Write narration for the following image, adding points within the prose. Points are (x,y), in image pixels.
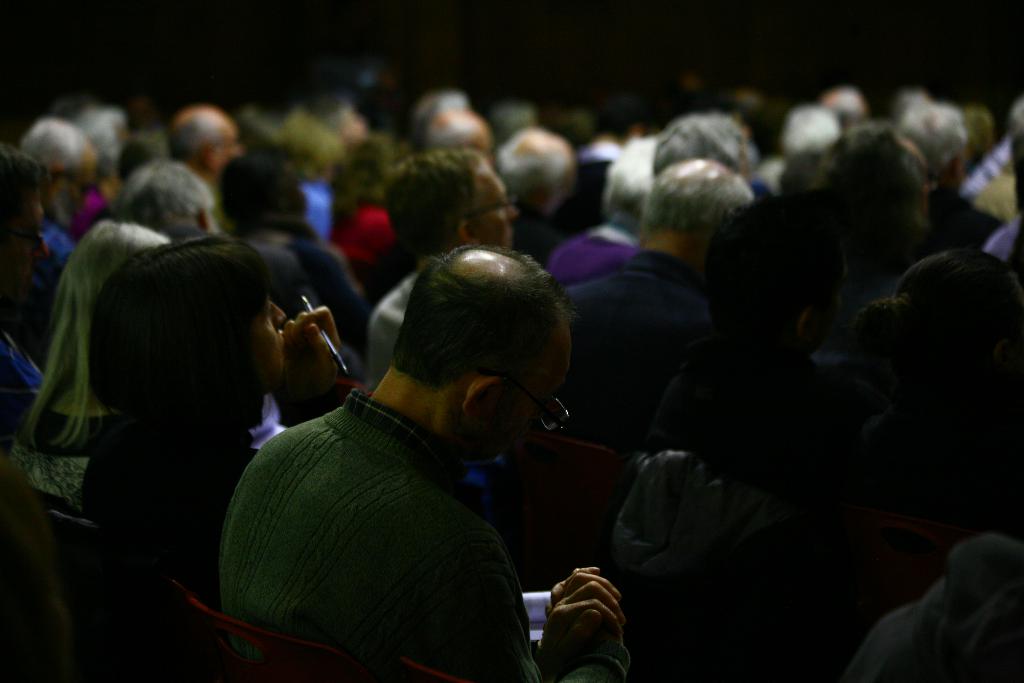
In this image there are many persons (375,439) sitting on the chair (618,525). Left side (308,354) there is a person (306,395) holding a pen (306,305) in his hand (321,352). Beside him there is a person (401,577) wearing spectacles (535,398). Before him there is a person (741,389) sitting on the chair (723,497) which is having a cloth (660,496) on it.
